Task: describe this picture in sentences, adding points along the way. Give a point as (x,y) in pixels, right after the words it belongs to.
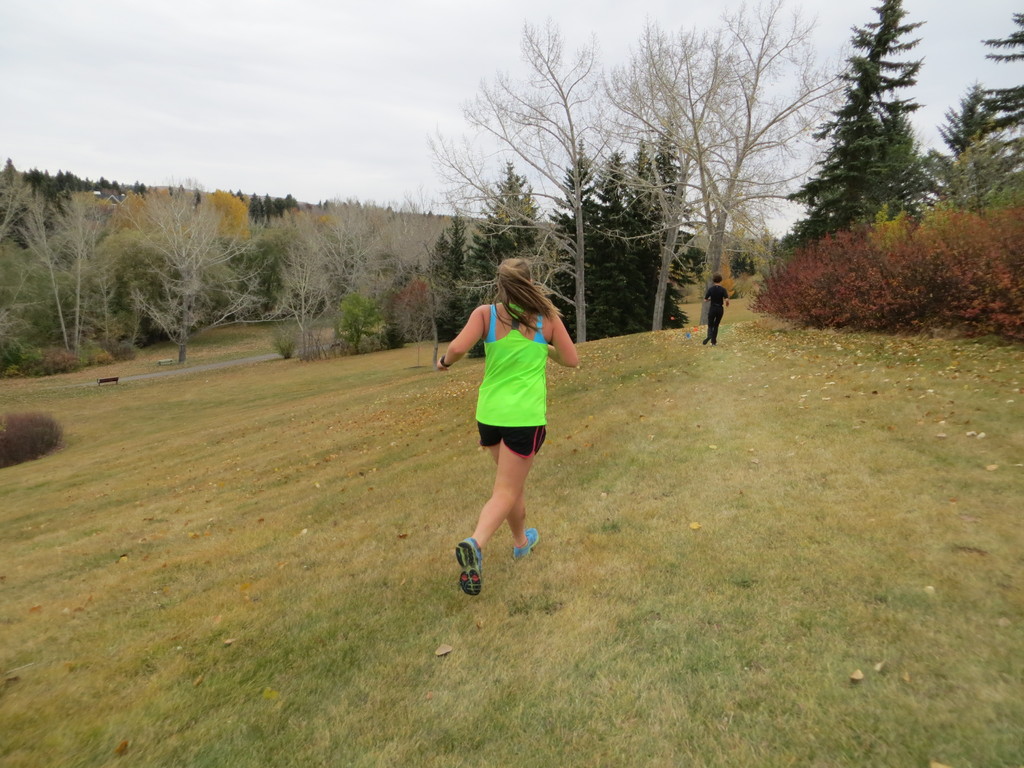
There is one woman (488,422) running on a grassy land (451,506) as we can see at the bottom of this image (443,536). We can see trees (331,305) in the middle of this image (482,265). It seems like a person (712,295) standing on the right side of this image (712,346) and the sky (324,121) is in the background (450,121).
